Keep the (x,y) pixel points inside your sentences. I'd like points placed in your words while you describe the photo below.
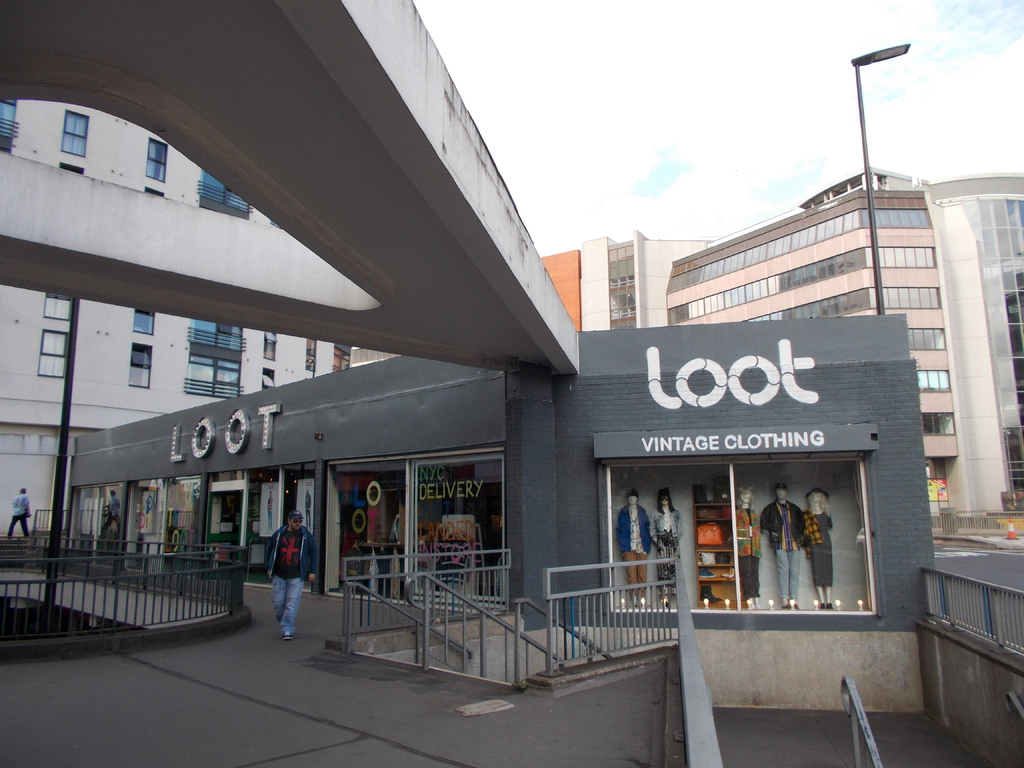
In this image in the center (588,493) there are some buildings (582,366) poles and some stores (885,553), and in the stores (427,539) there are some manikins (627,544) and also there is railing (1000,596). At the bottom (290,667) there is a walkway (169,714), and at the top of the image (673,99) there is sky (664,123).
